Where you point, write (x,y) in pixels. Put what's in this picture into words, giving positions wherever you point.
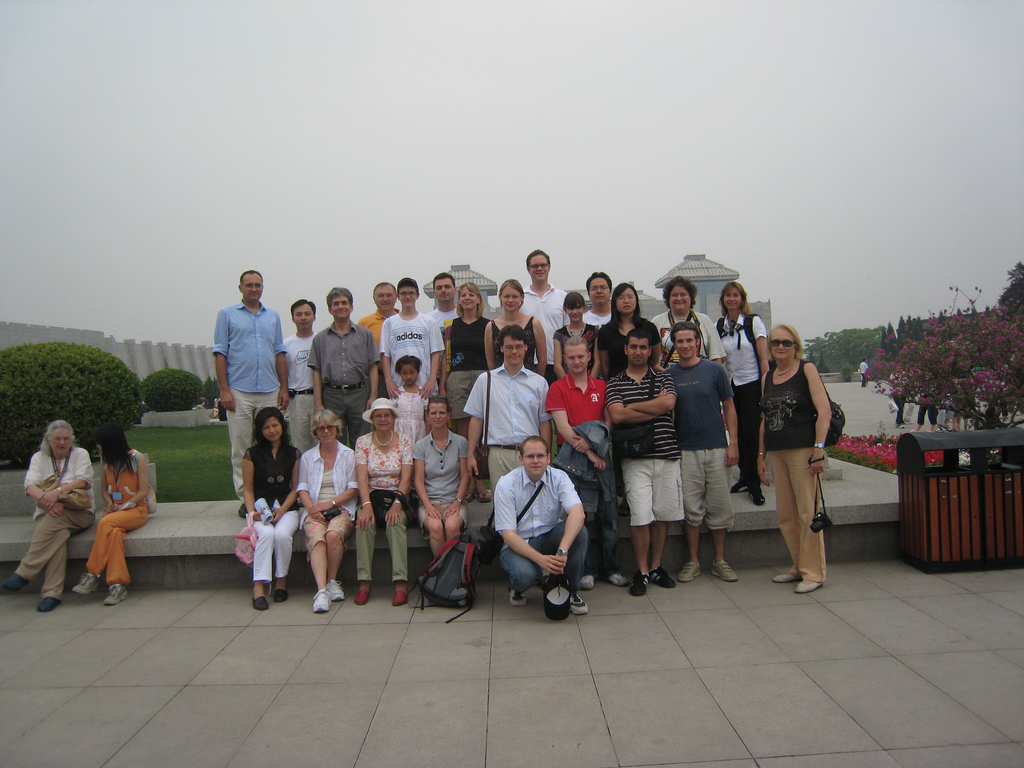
There are group of people (454,425) where few among them are standing and the remaining are sitting and there are few plants (174,379) and a building (679,268) behind them.
